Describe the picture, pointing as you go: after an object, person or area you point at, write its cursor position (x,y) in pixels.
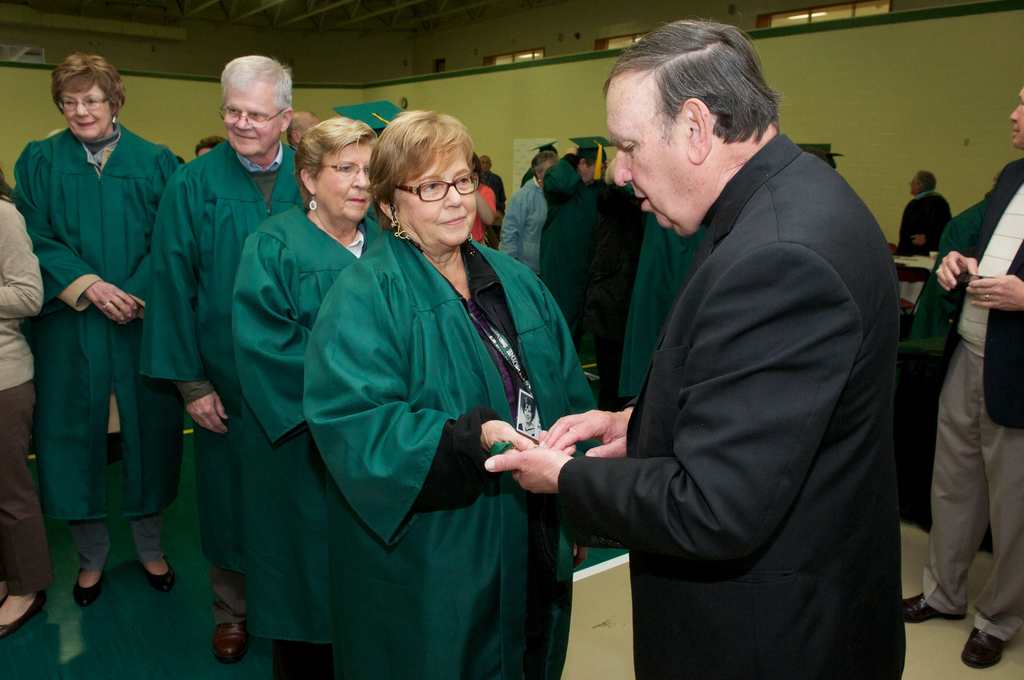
On the right (790,247) we can see a man (790,247) is standing and holding the hand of a woman (509,440) with his hands (528,460) and there are few persons (311,190) here wore gowns (533,374) and standing on the floor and we can also see few of them have caps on their heads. In the background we can see wall (8,130), windows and poles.
